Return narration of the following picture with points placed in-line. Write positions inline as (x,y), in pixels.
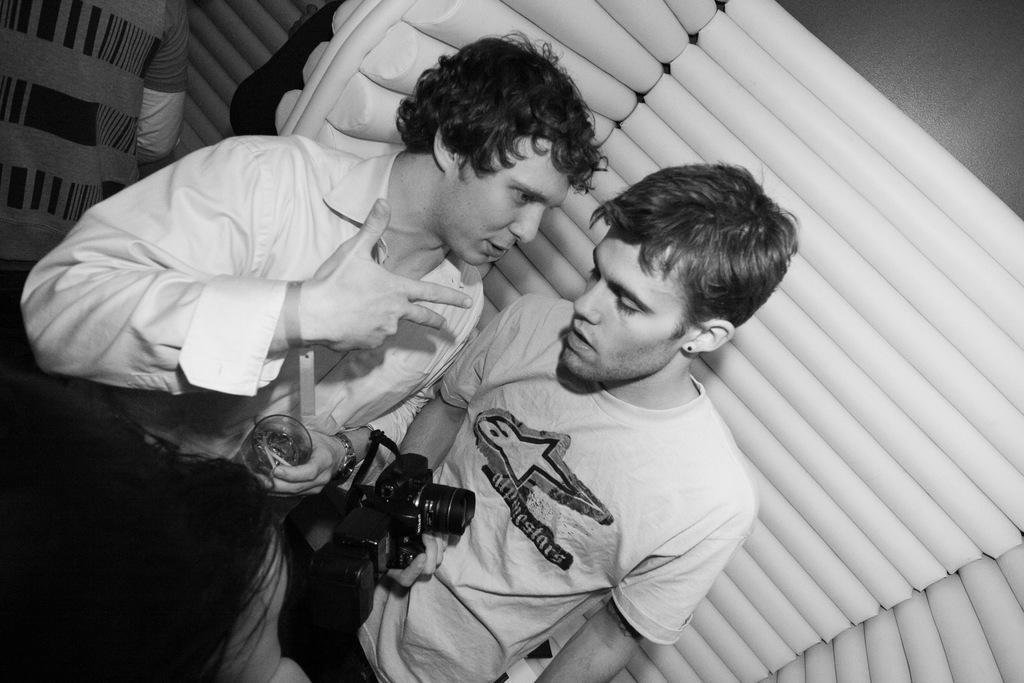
There are two persons (460,347) standing and the person (563,423) in the right (694,390) is holding a camera (447,511) in his hand (442,543).
